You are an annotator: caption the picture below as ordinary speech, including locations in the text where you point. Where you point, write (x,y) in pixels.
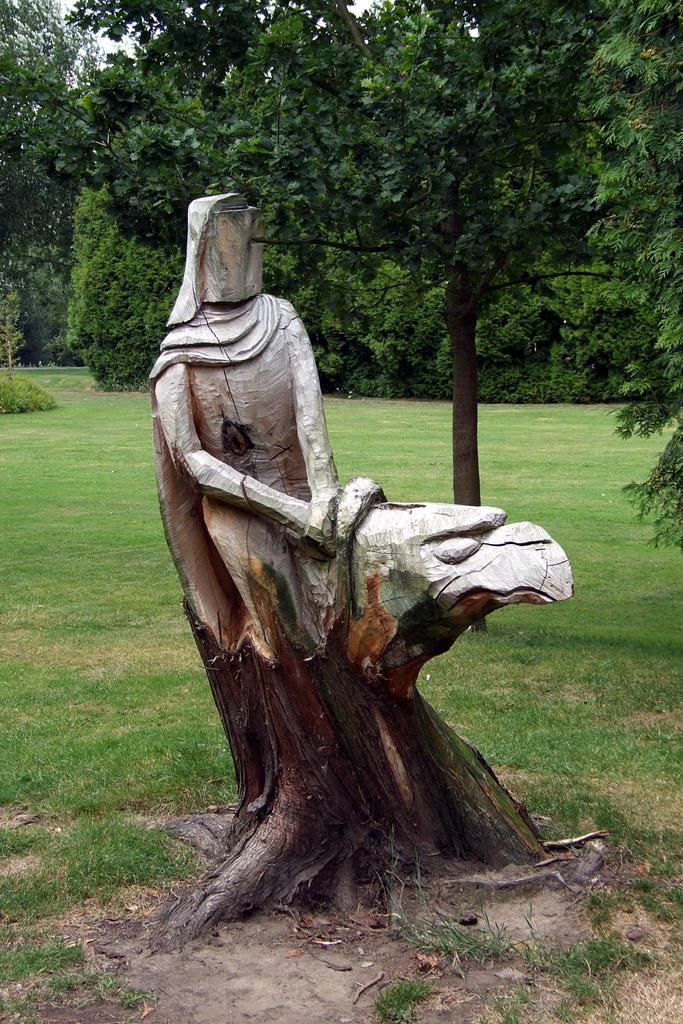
Front we can see a wood sculpture (332,580). Land (602,579) is covered with grass (147,474). Background (681,307) there are a number of trees (372,120).
